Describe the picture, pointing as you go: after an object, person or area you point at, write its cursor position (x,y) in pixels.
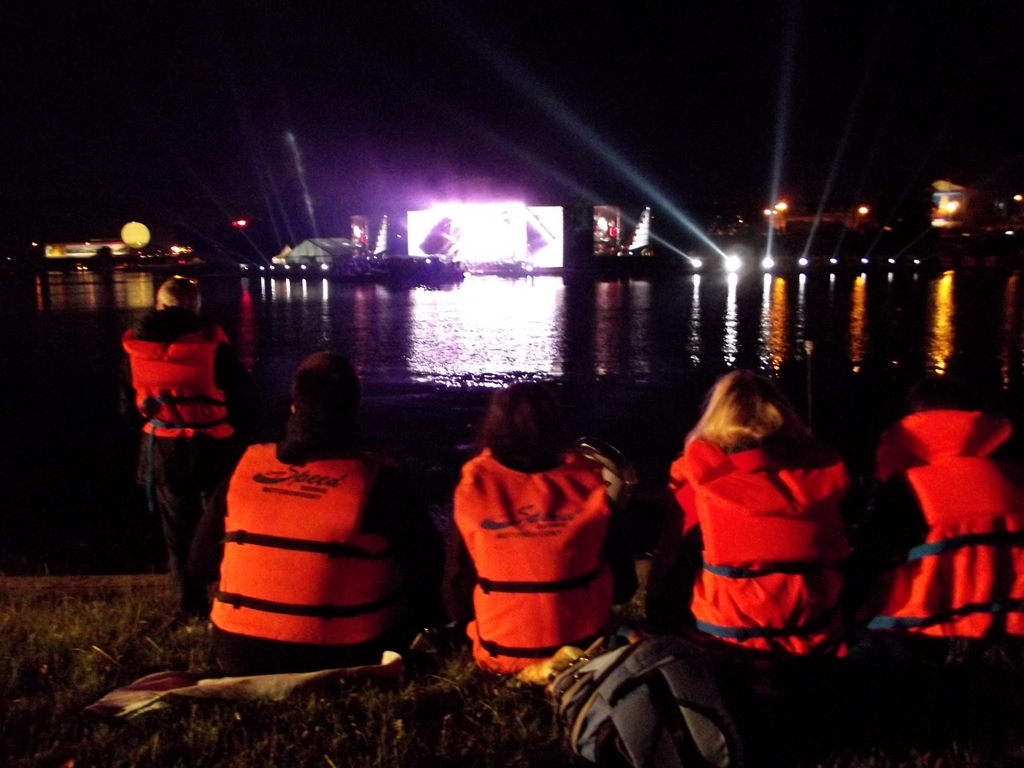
This image is clicked outside. There are some people (277,527) sitting in the middle (421,507). There is water (368,390) in the middle (490,348). There are lights (544,248) in the middle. There is sky (453,28) at the top (467,53). There is a bag (602,696) at the bottom (618,727).
